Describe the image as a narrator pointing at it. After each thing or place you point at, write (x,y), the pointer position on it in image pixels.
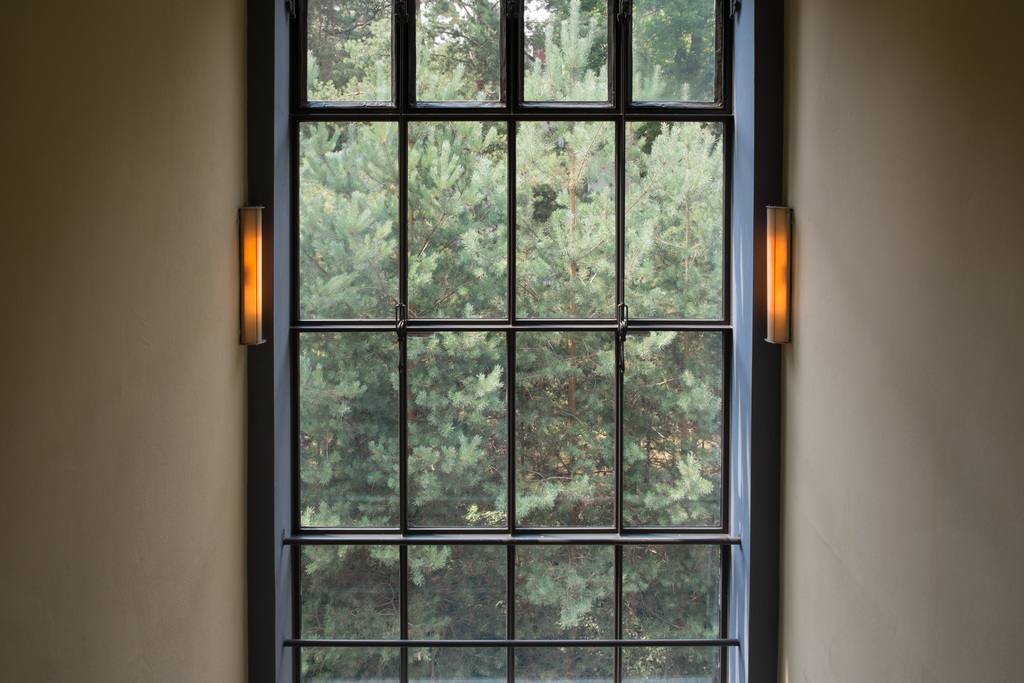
In this image we can see a group of trees (521,285) from a glass window (510,299). We can also see some lights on the walls (180,549).
